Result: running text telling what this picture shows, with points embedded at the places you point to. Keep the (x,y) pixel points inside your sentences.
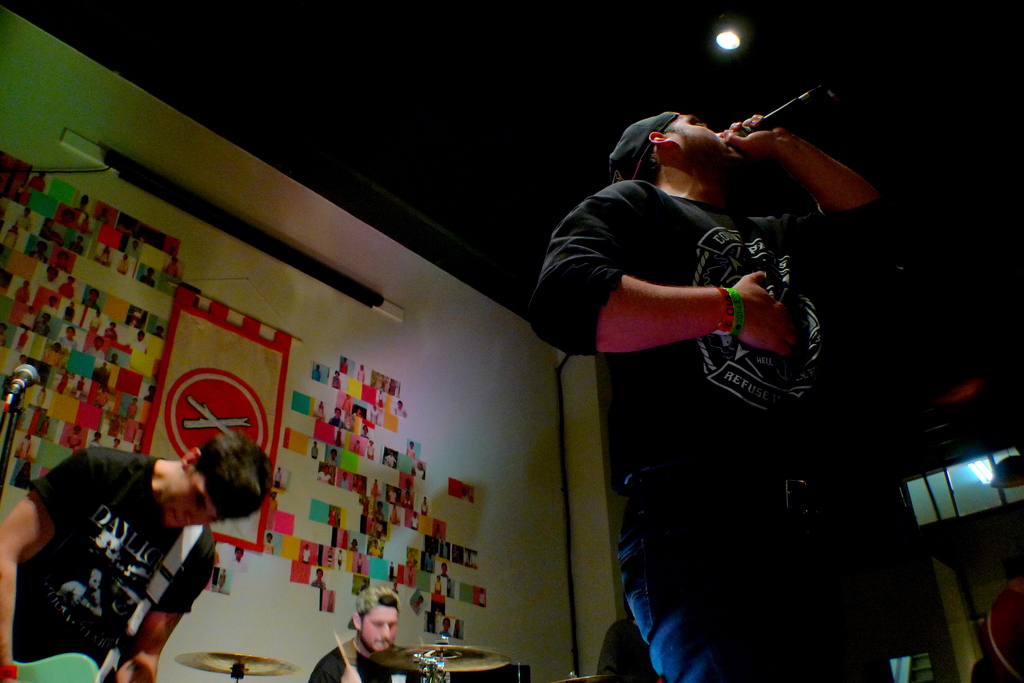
There is a man (684,224) standing and holding a microphone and singing and these people (371,623) are playing musical instruments (421,654). In the background (25,396) we can see photos (73,383) and banner (288,347) on a wall (591,444). We can see lights (990,468).
